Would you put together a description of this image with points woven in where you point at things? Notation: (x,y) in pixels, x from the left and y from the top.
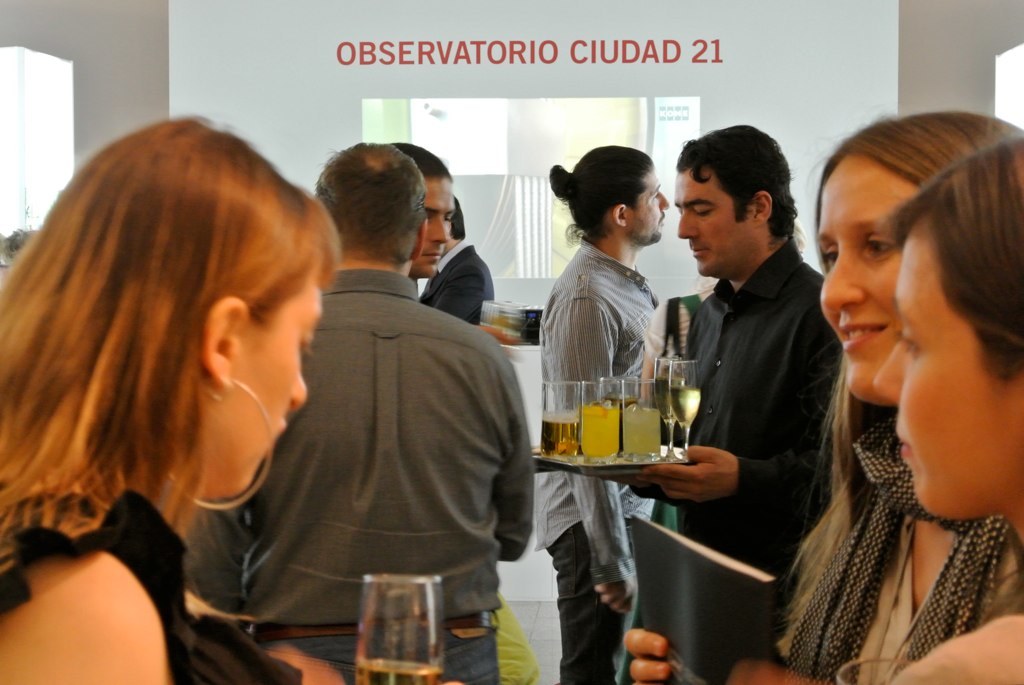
In the foreground of the picture (910,427) there are group of people (436,459). In the center of the picture (637,416) there is a person (706,412) holding a tray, in the tray (619,454) there are glasses (618,415). In the background (473,235) there are people (412,173) and screen (344,35). Towards left (28,65) there is a wall (90,88) and window (17,97). Towards right (950,61) there is wall (959,58) and window (1008,74).
